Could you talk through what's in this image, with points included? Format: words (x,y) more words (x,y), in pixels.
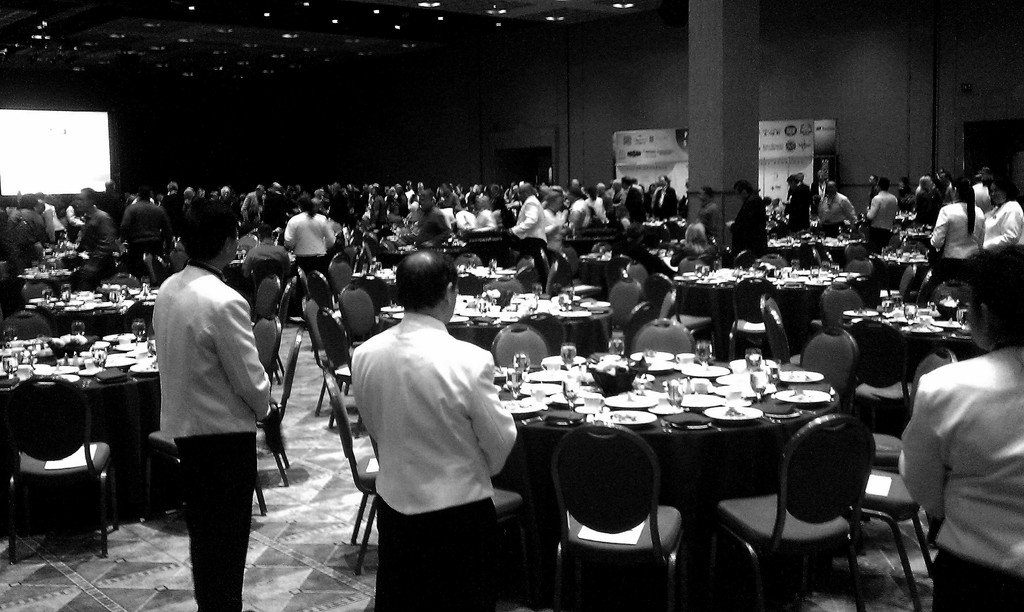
It's inside a big hall (572,112). There are many dining tables (791,291) and chairs (801,440), there are many plates (631,392), cups (699,386) and glasses (569,383) on the table (745,445). There is huge crowd (353,197) in the background (86,200) and over to the total background (90,156) there is a screen (72,151) and the ceiling (295,39) has many lights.
